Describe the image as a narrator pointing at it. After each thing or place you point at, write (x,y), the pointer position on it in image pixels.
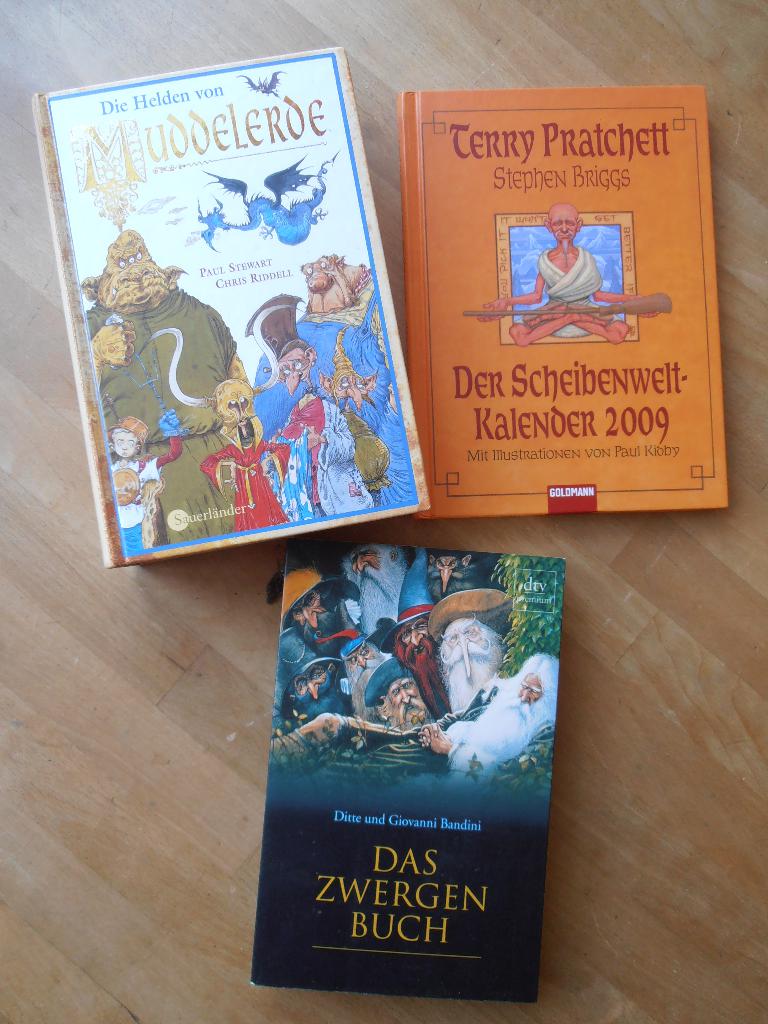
This picture contains three books (442,381). The book (524,410) in orange color with some text (496,390) written on it is on the table (582,548). Beside that, the book (391,749) in black and green color is placed on the table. The book (293,243) in white color with cartoons (203,351) is on the table (13,593).
